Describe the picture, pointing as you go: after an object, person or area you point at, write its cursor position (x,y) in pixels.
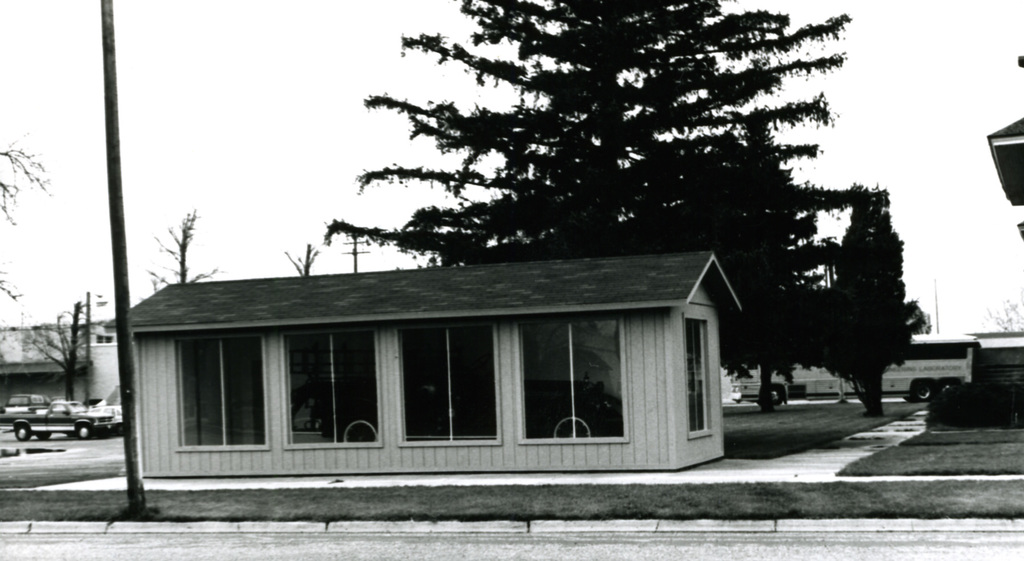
In this image I can see a shack (440,374) in the front (531,310) and in the background (24,372) I can see number of trees (449,257), a bus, few buildings (984,338), few poles (86,383) and few vehicles (69,431). On the left side of this image (124,413) I can see one more pole (107,14) and I can see this image is black and white in colour.
